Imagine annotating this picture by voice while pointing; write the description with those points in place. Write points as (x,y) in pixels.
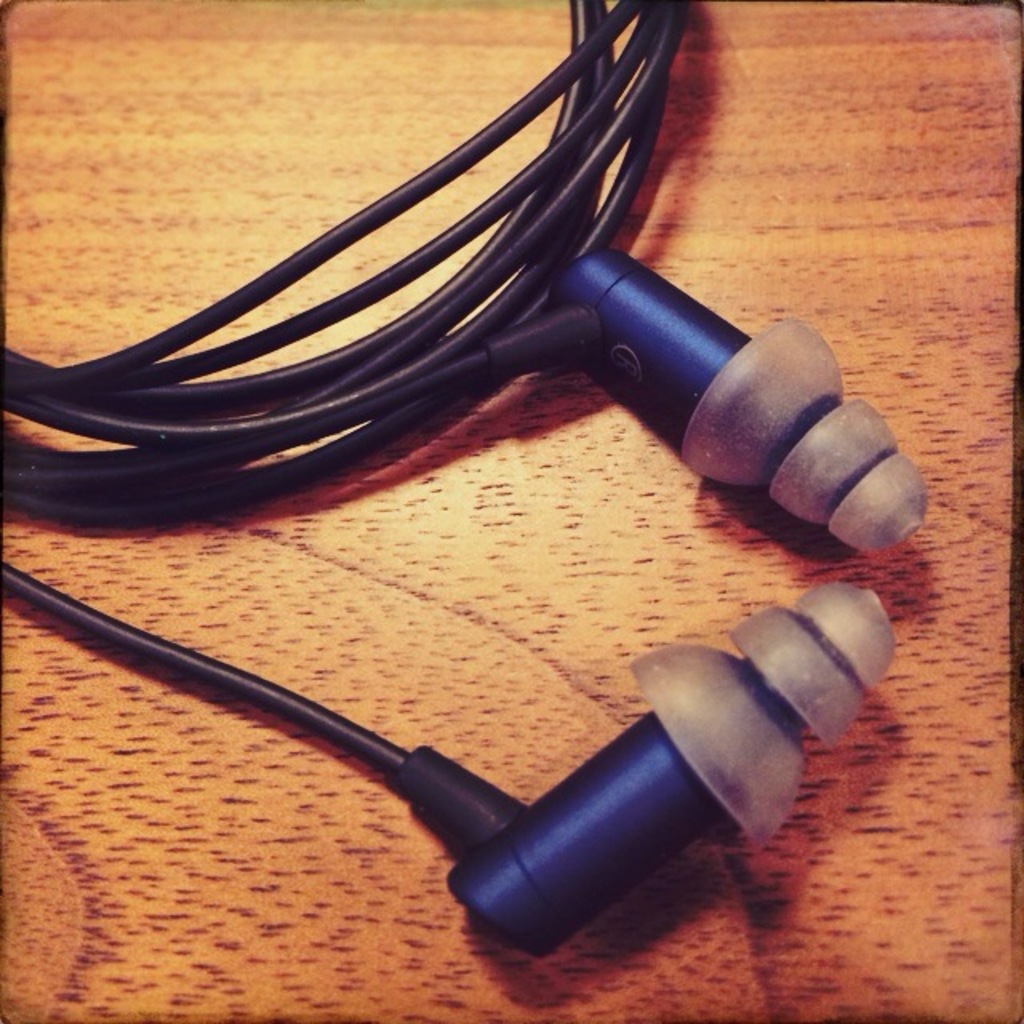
In this image there is the headphone (369,351) which is on the surface (439,536) which is black in colour and blue in colour.
